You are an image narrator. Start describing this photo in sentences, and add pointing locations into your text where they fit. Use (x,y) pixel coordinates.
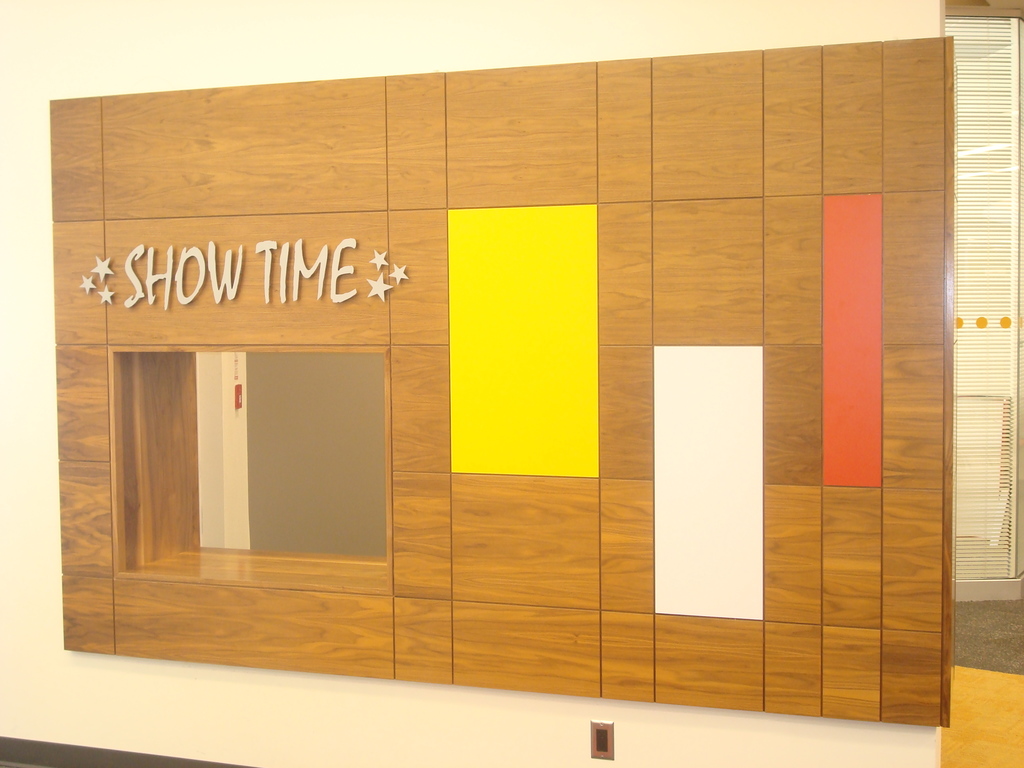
In this image, we can see a board (80,126) to a wall (333,705) and there is a window (267,449) and we can see some text (335,288). In the background (984,355), there is a door (979,589). At the bottom (986,633), there is floor (982,606).
